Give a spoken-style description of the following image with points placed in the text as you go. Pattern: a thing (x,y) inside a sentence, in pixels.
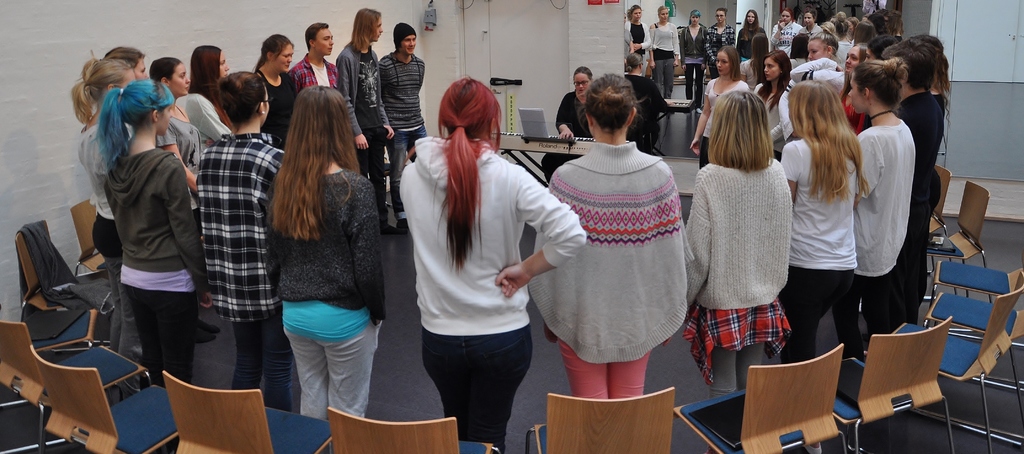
The person (580,104) wearing black dress (570,114) is playing piano (530,143) and there are group of people (335,95) around her.
